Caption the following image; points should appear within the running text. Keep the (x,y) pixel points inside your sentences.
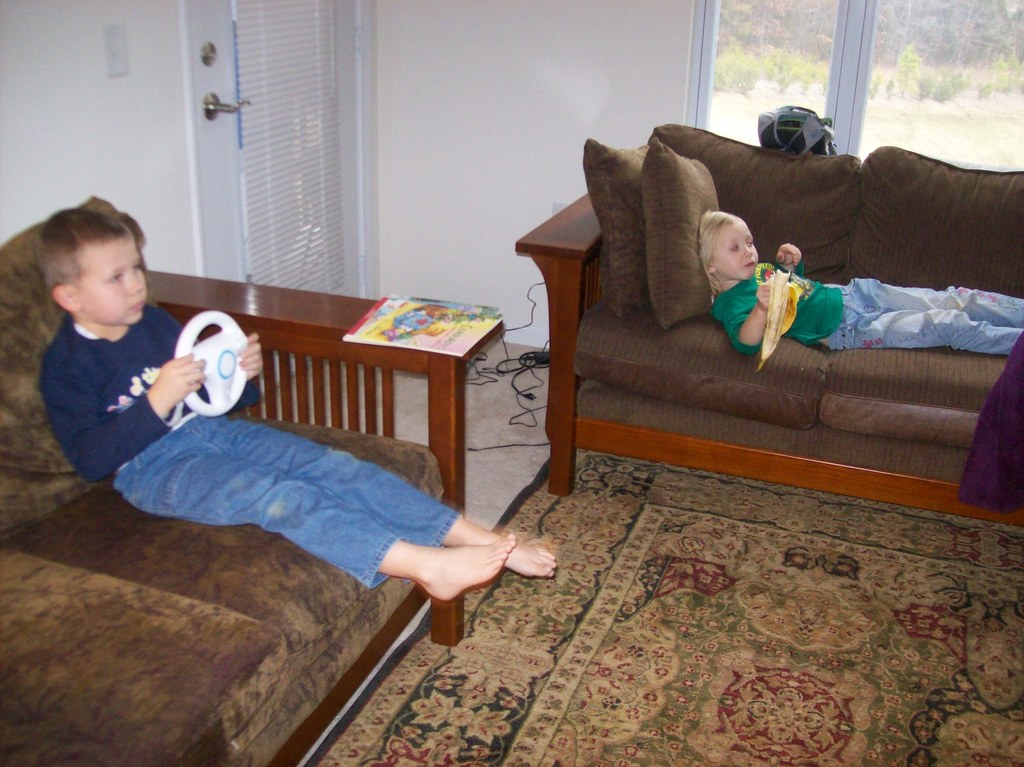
Here we can see two children (289,474) sitting on sofa (870,360), the left one is sitting on sofa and the right one is lying on the sofa (876,371) and we can see a carpet (409,723) on the floor (477,512) and at the end of it we can see a door (210,88) and at the right top (944,110) we can see a window (877,79).
